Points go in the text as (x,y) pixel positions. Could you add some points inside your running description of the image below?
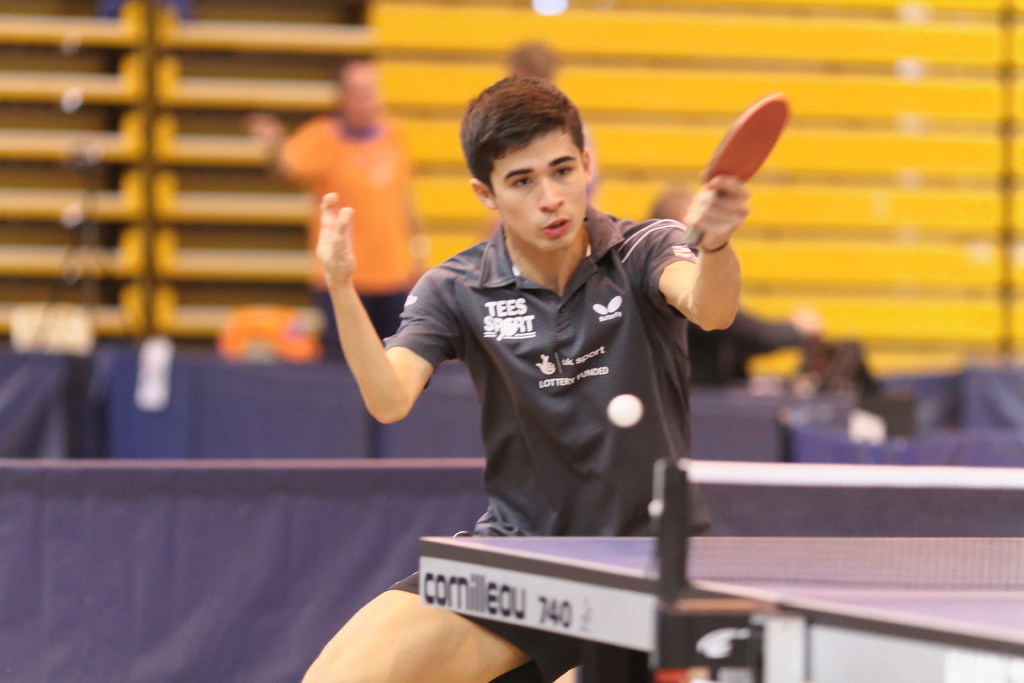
A man (562,378) with black t-shirt (547,358) is playing and holding a bat (734,126) in his hand (727,236). In front of him there is a table tennis board (757,592). In the background (405,182) there is a man (358,157) with orange t-shirt (386,162) standing and there is a blue color poster (193,515).
